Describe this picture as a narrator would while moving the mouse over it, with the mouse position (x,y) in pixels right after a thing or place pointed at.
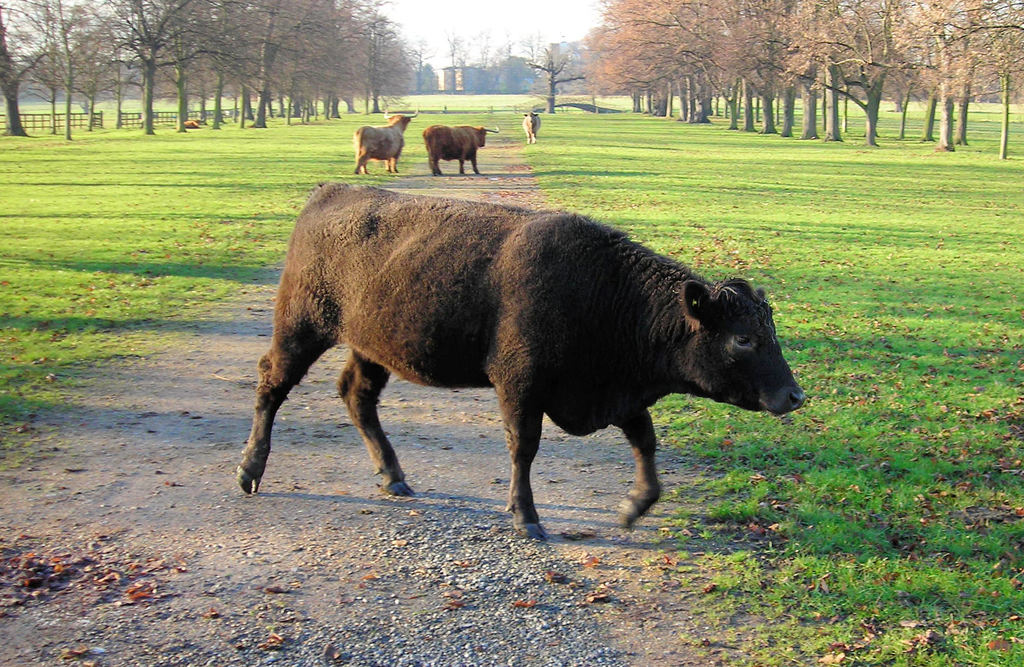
In this image there is a path (457,449) on which there are four bulls (431,213) which are walking on it. There are trees (141,55) on either side of the path (457,175). On the ground (872,286) there is grass (831,226).
